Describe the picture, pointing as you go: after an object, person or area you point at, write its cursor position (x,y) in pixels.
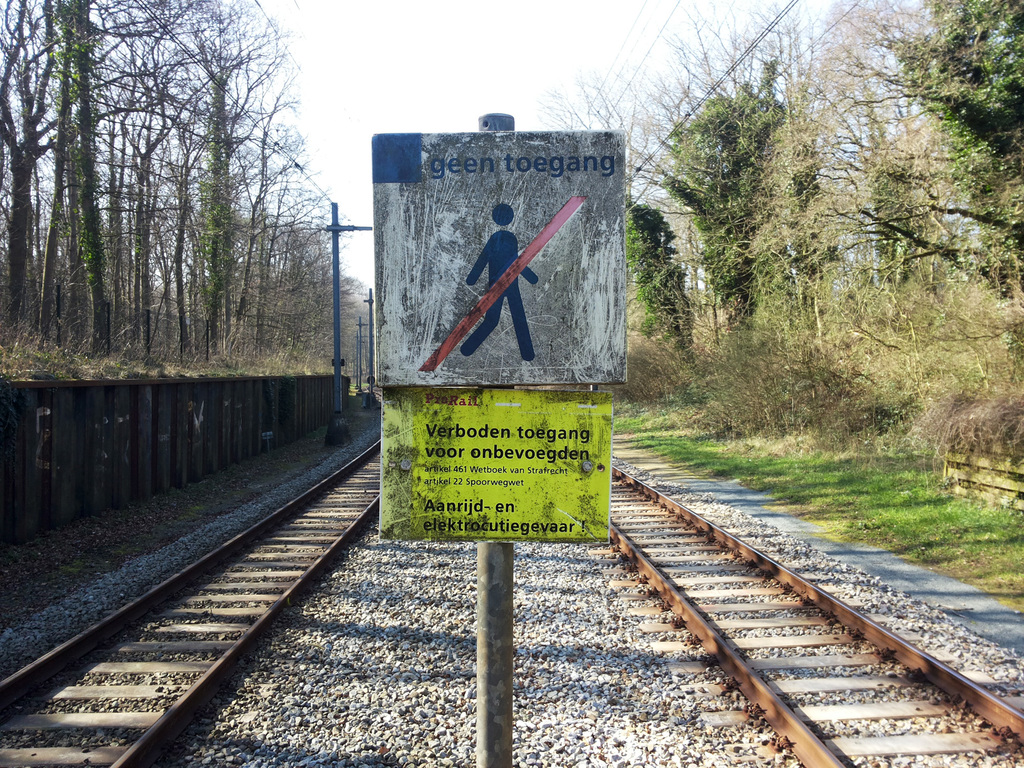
In this image we can see boards (616,333), poles (490,635), railway tracks (737,584) and other objects (36,443). On the left (135,169) and the right side of the image (857,313) there are trees (986,234) and cables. In the background of the image (828,21) there is the sky (338,20).
